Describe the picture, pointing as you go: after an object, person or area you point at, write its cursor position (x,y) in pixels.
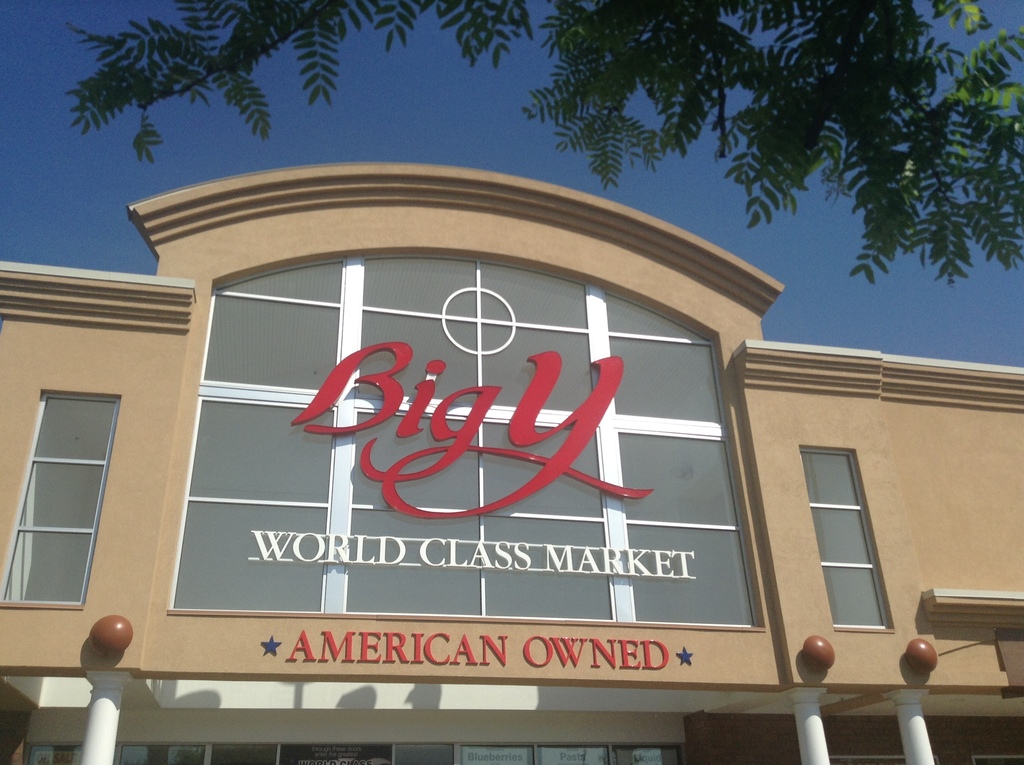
In this image in the foreground (696,524) there is one building (594,430), and on the top of the image (579,80) there is a tree (812,150) and sky (402,134).
